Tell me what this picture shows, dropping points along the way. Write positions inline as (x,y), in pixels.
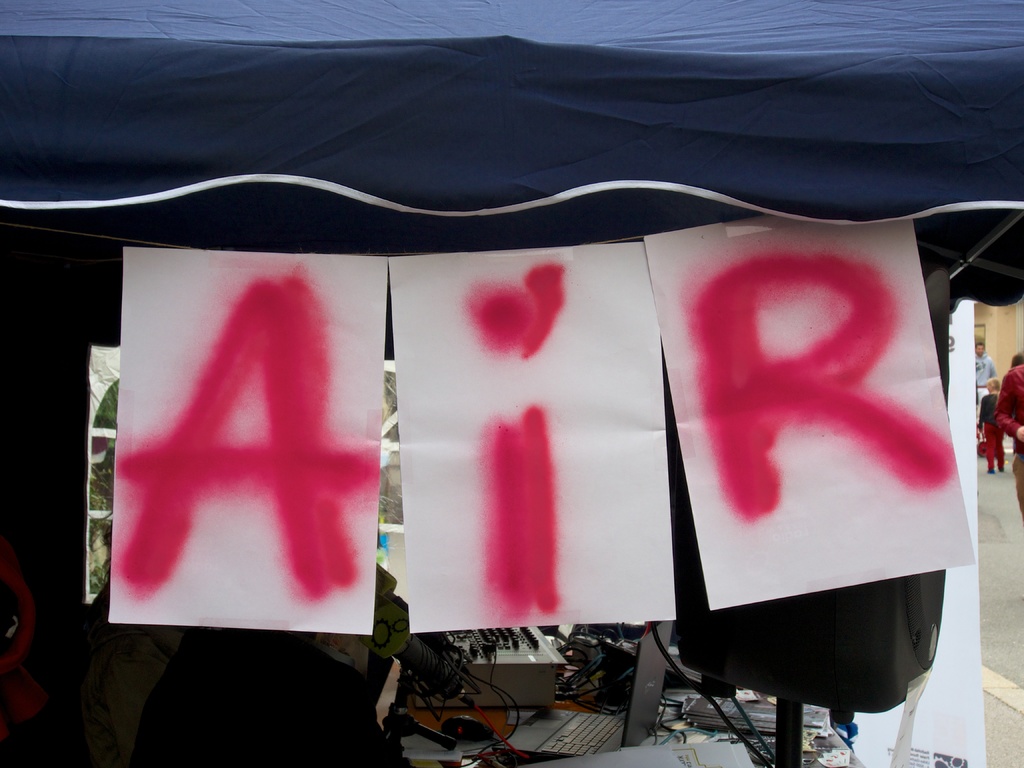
At the top of the image (375,67) there is a blue tent (337,101) with white papers (314,439) hanging to it. Below the image there are laptops (603,712), wires (587,668), bags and few other items (743,673). At the right side of the image (1012,487) there are few people (1014,439) are on the road (1023,664).
